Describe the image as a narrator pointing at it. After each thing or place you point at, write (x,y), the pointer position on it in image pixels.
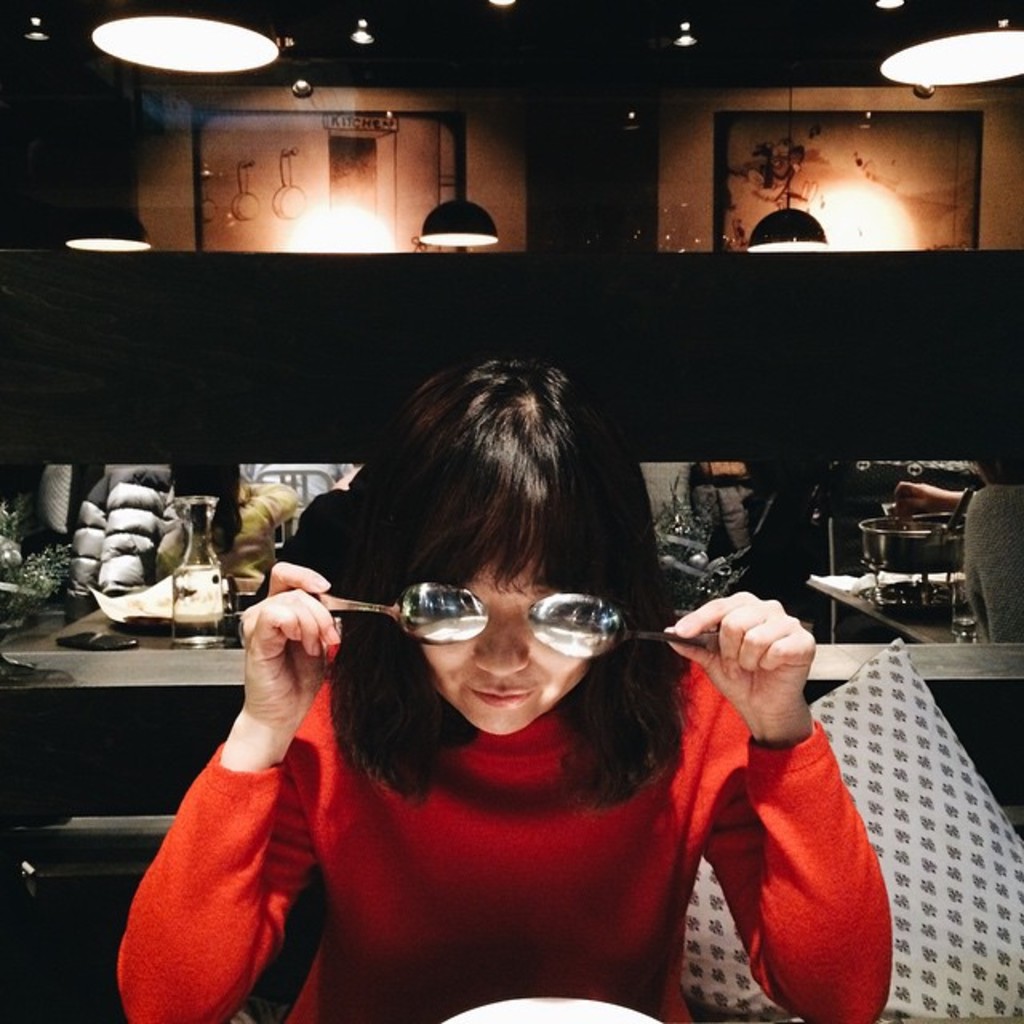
This picture is clicked inside the room (29,728). Woman (527,896) in red t-shirt (471,830) is holding two spoons (446,628) in her hands (775,705). Behind her, we see a white pillow (889,739) and behind that, we see a table (155,635) on which bottle (186,546) is placed. On top of the picture (280,147), we see two frames (242,177) which are placed on the wall (974,108) and we even see two bulbs (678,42).
